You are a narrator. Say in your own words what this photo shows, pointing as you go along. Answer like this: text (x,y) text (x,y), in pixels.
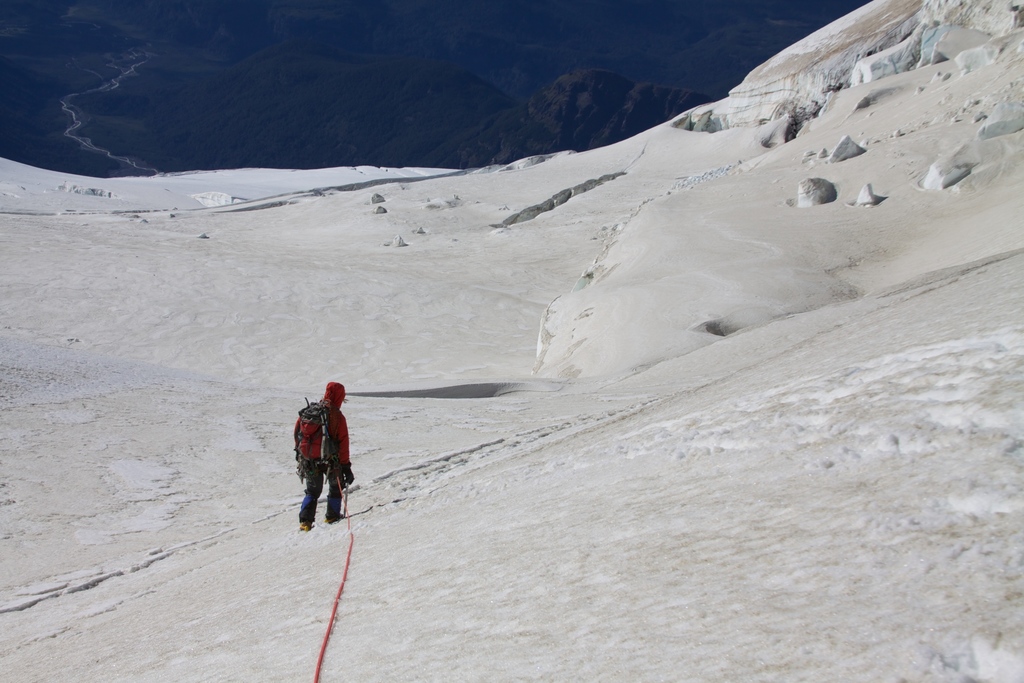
In the image in the center (342,417) we can see one person (305,502) standing and wearing backpack (312,429). In the background (314,222) we can see snow (370,224).
